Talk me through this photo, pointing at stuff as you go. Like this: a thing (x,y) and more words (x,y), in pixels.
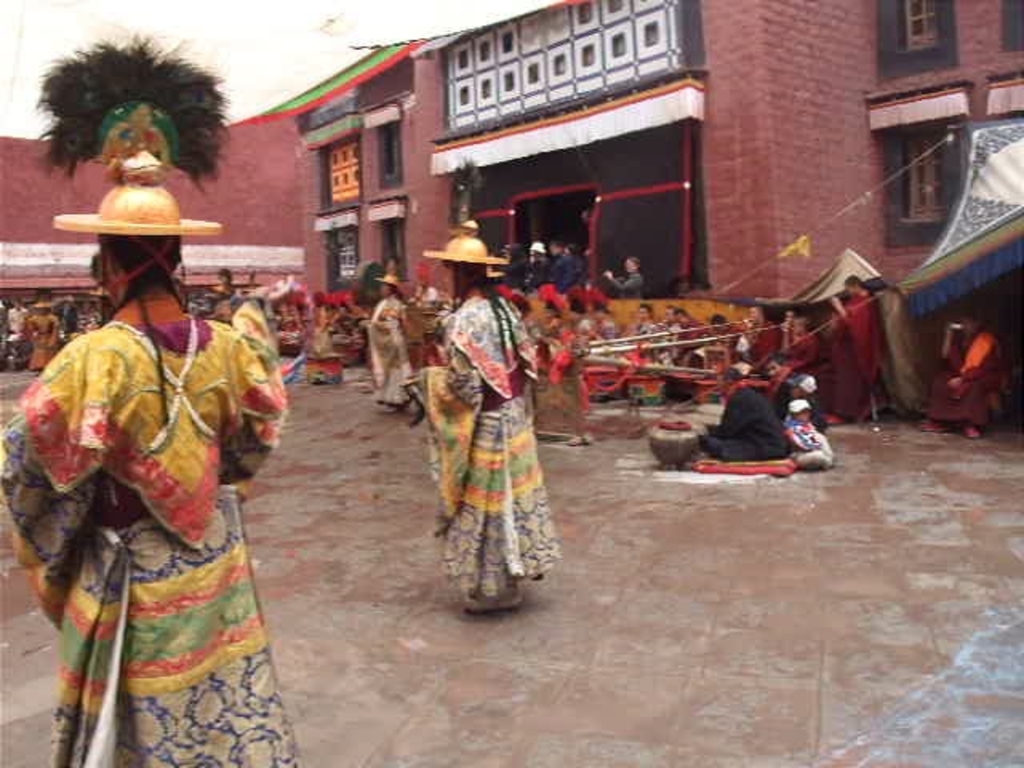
In this image, we can see persons (294,321) in front of the building (449,81). There is a tent (968,230) on the right side of the image (957,277). There are three persons (522,357) wearing clothes (97,449) and hats (162,225).
